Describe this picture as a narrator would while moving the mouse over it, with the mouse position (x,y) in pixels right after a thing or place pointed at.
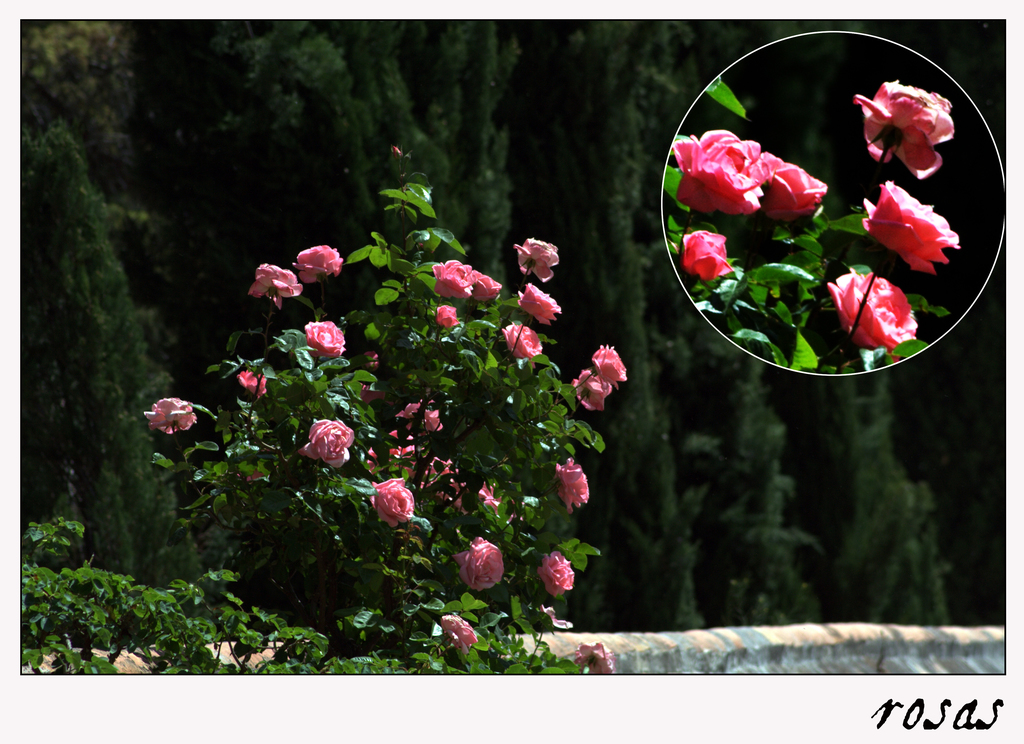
In this image I can see few flowers (248,375) in pink color. In the background (354,183) I can see few trees (584,575) in green color.
